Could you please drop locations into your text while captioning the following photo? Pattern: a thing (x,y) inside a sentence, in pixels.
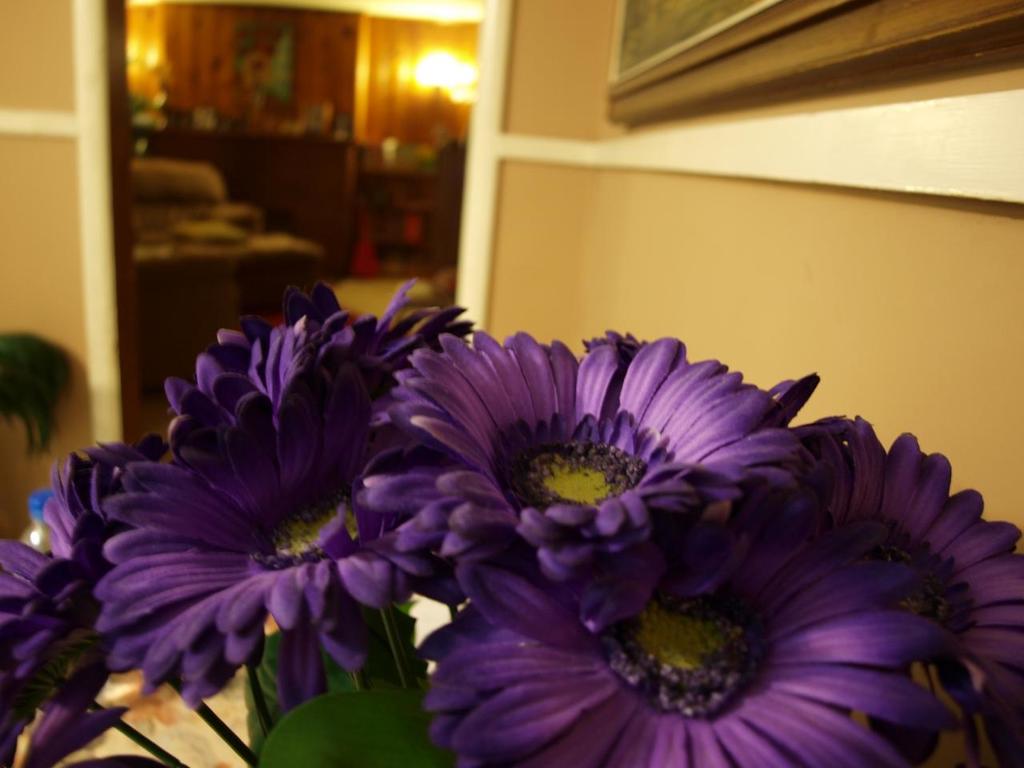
In the center of the image (369,498) we can see green color objects (354,699) and flowers (469,558), which are in violet and yellow color. In the background (534,305) there is a wall (574,302), water bottle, one black color object (10,381), tables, photo frames (917,5), lights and a few other objects (396,220).
